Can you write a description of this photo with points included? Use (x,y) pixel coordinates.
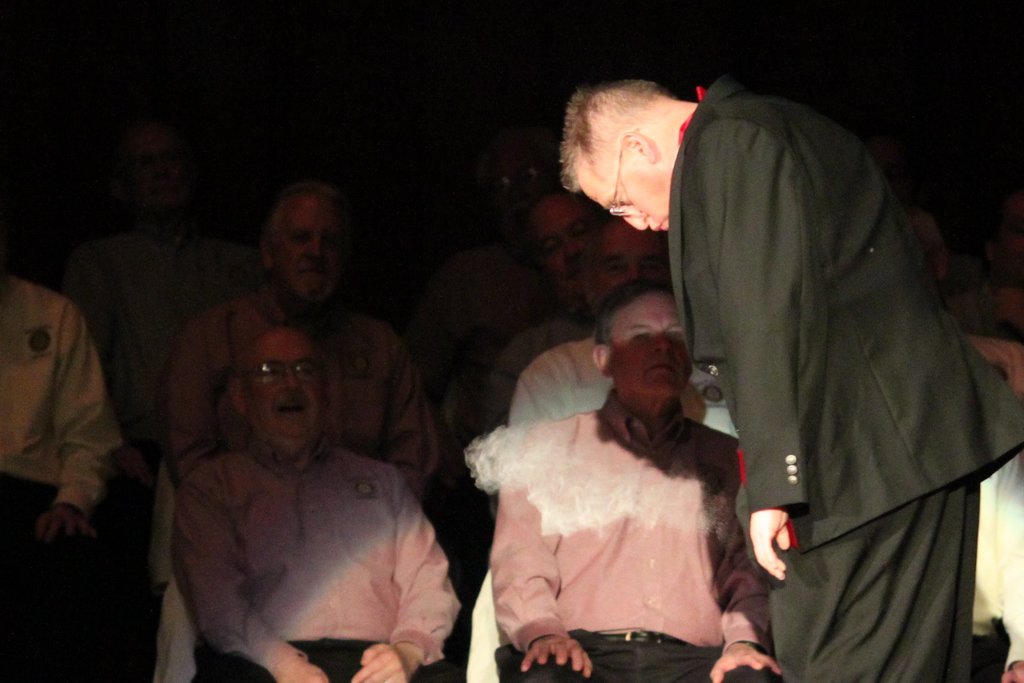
This person (762,365) standing and there are people (557,438) sitting on chairs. In the background (500,37) it is dark.
